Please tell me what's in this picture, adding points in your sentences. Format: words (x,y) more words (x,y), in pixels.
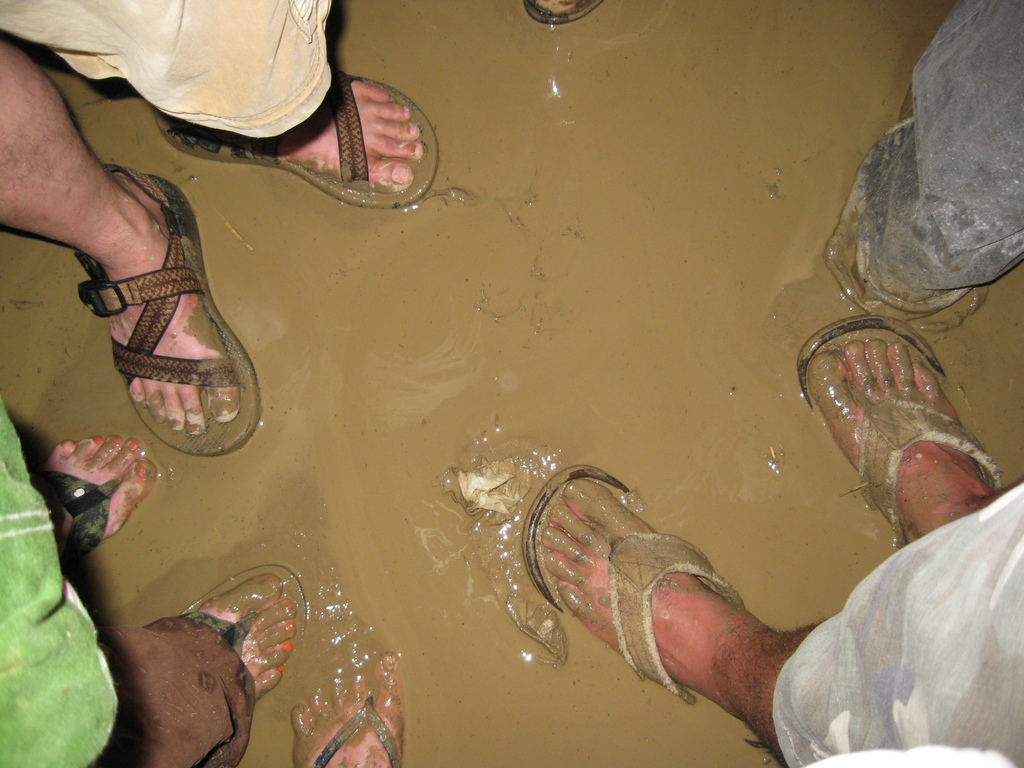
In this picture I can observe some people (160,756) standing in the brown color water (329,377). I can observe eight legs (305,132) in this picture.
